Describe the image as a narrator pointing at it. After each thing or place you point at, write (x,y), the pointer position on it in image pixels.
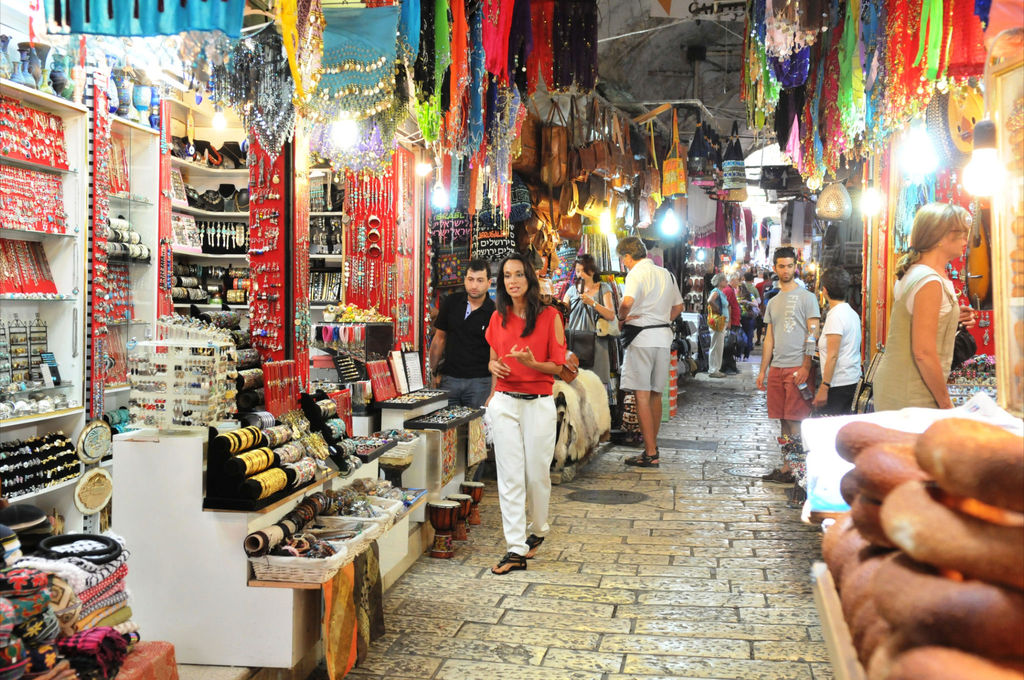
In the foreground of this picture (957,567), there are buns (955,585) on the right bottom corner (852,576). In the background (923,343), there are persons (655,342) standing on the path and there are few stalls (859,188). On the left (181,298) there is a ladies emporium stall (211,295). In the background (527,159), there are bags (549,153), lights (668,219) and persons (741,338) standing.
